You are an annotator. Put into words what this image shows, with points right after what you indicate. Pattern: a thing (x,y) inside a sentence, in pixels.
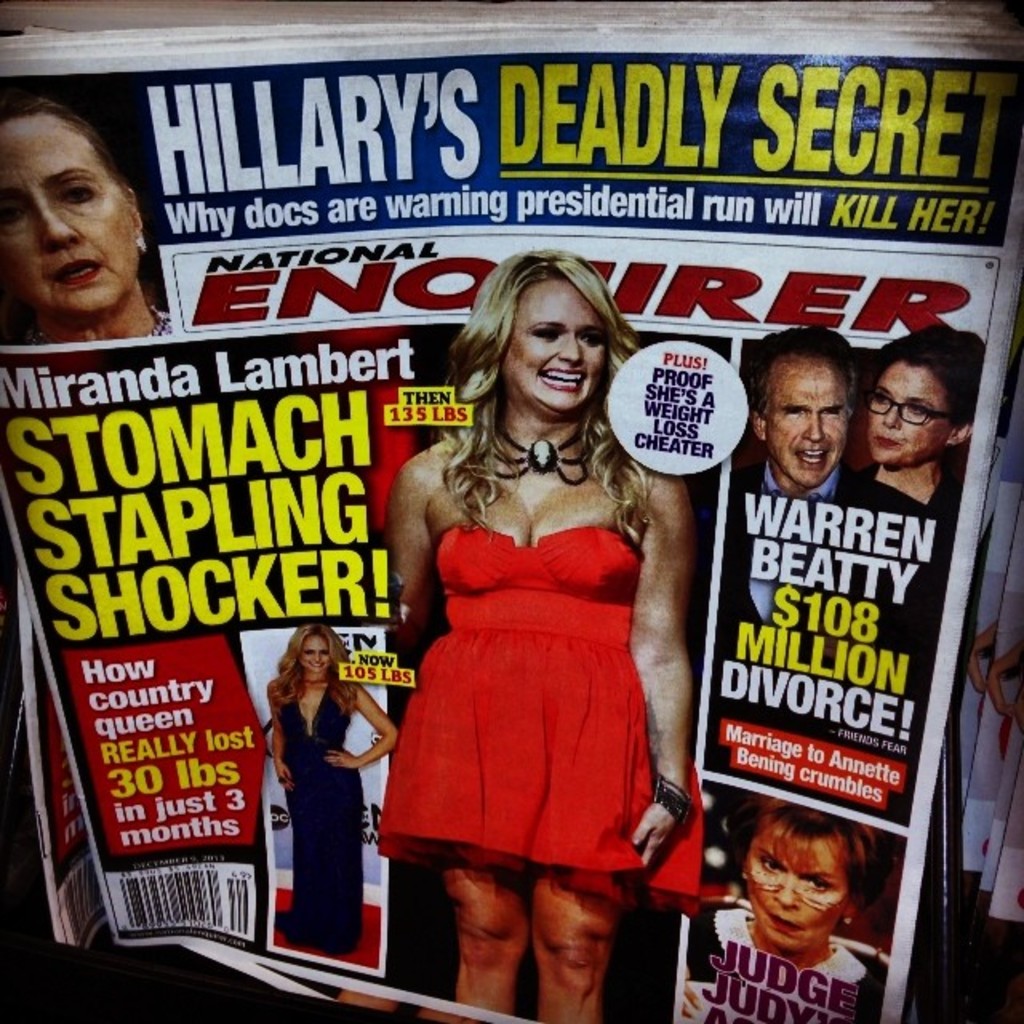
In this image I can see few magazines (752,680). Here I can see pictures (804,444) of people (499,382). I can also see something is written at many places. I can also see smile on few faces (545,396).
